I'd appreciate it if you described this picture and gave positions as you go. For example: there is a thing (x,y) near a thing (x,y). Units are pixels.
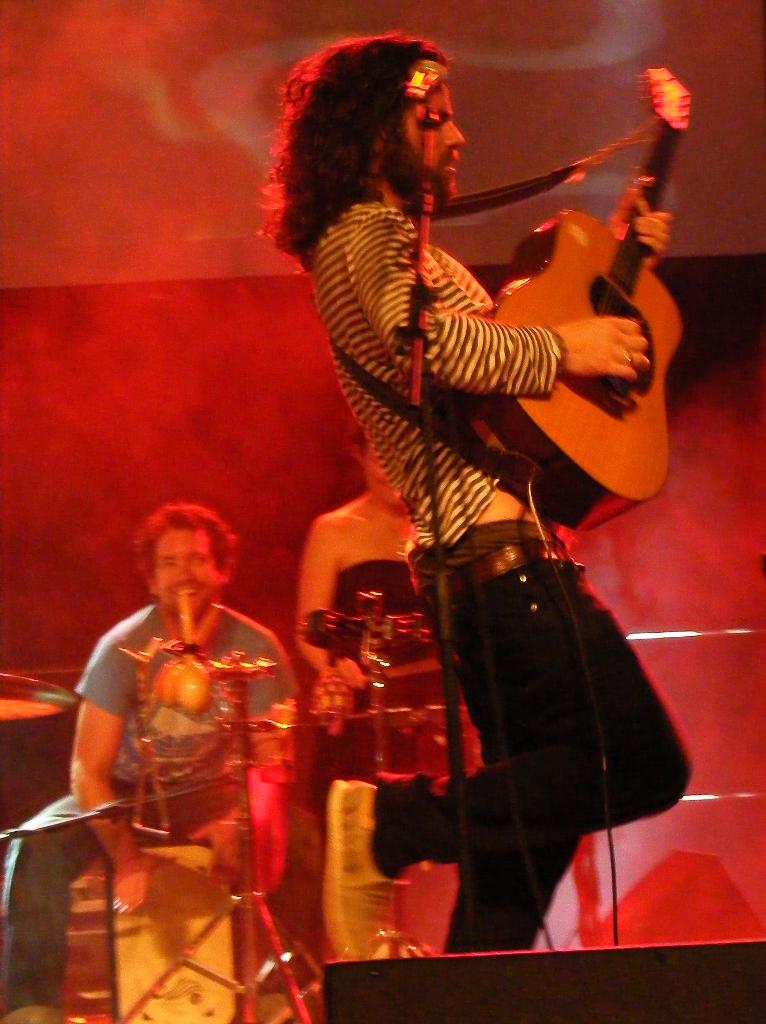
In this image there is a man (436,799) standing and playing a guitar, and the back ground there are 2 persons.
